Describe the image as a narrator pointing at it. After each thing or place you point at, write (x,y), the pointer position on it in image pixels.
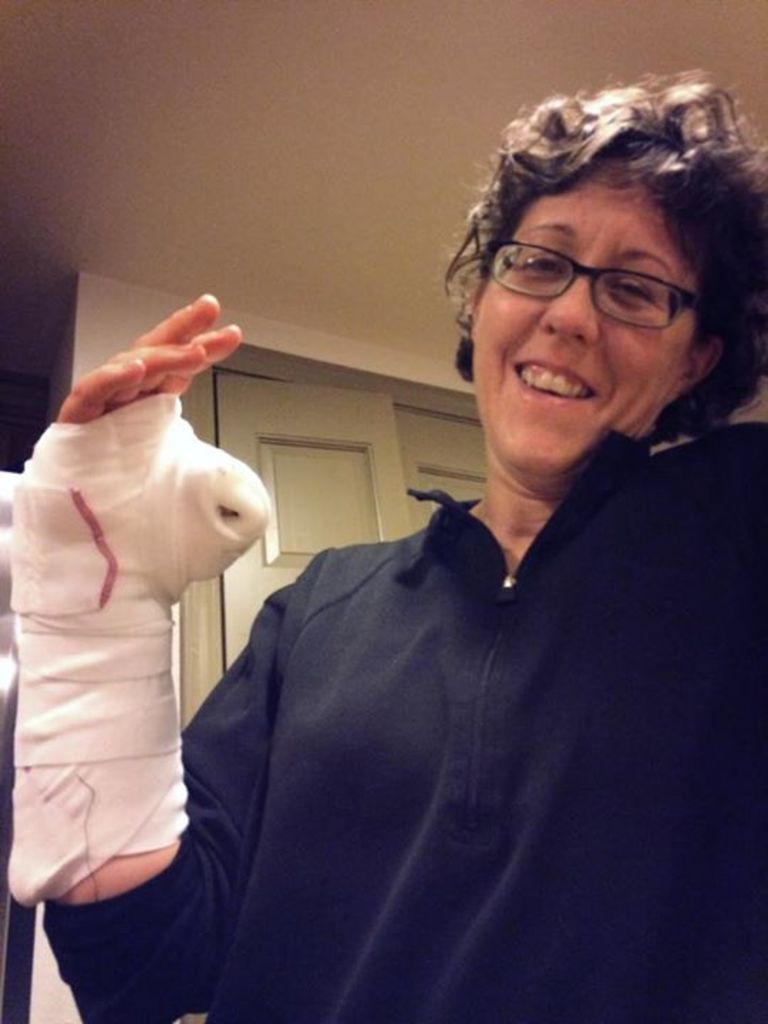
In this picture there is a lady (721,430) on the right side of the image (648,442) and there is a door (384,456) behind her.
